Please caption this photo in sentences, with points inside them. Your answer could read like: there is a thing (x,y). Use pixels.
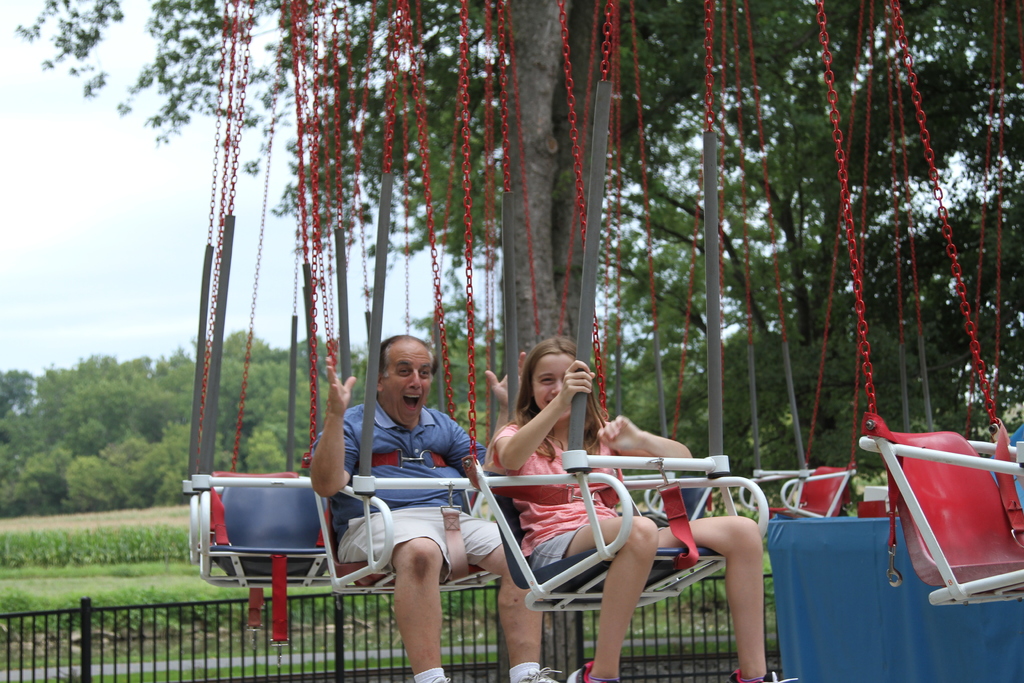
In this picture I can see a man (428,445) and a woman (555,512) are sitting on an object (438,483) and smiling. In the background (170,149) I can see fence (450,630), grass (154,572) and the sky (182,176). On the right side (845,583) I can see some objects (883,512).
